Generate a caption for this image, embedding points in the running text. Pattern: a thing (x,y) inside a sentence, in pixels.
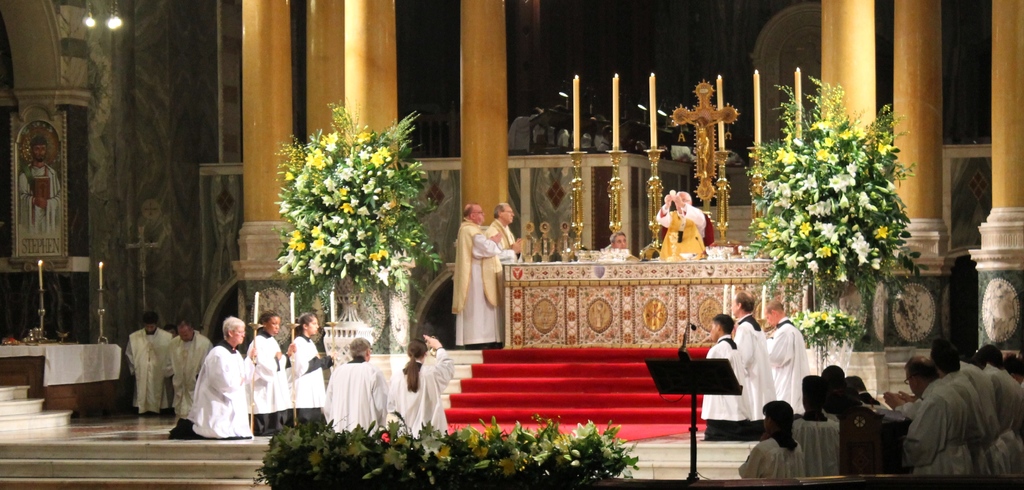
In this picture I can observe some people (354,387) sitting on the floor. I can observe some plants (355,213) on either sides of the picture. There are some pillars (356,90) which are in yellow color in this picture. In the background (614,145) I can observe some candles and a cross (697,135) in between the candles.
